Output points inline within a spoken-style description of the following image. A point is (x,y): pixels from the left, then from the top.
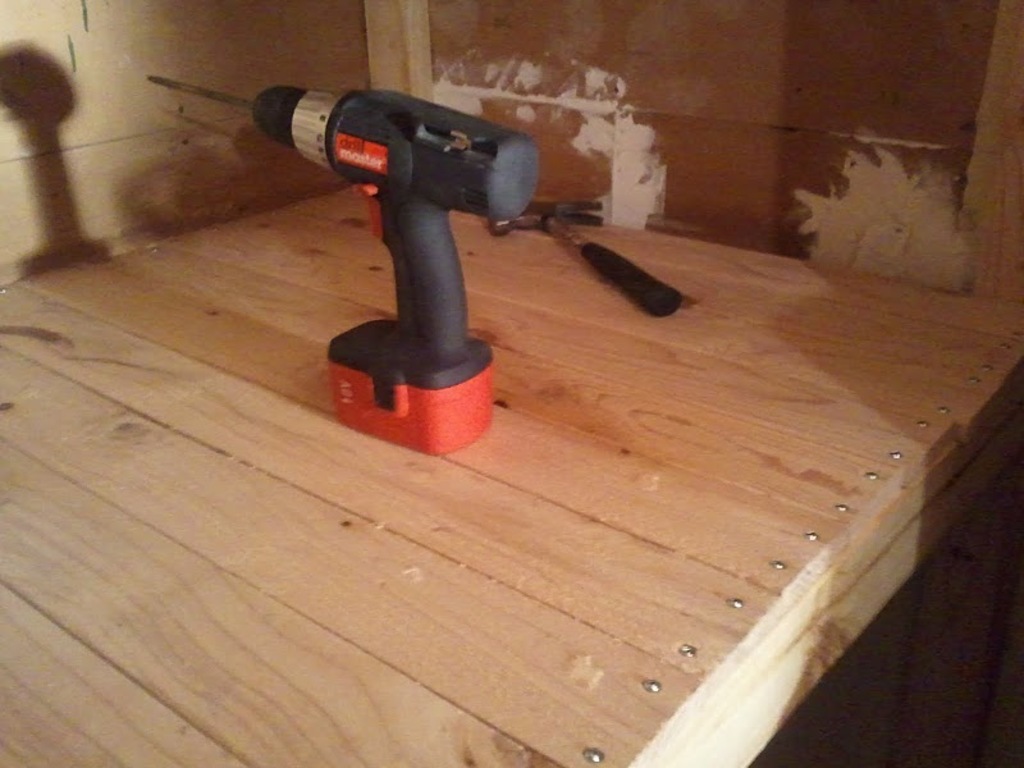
In the middle of the image (525,415) there is a table (710,400), on the table (693,407) there are some products (477,173). At the top of the image (806,10) there is a wall (806,10).
